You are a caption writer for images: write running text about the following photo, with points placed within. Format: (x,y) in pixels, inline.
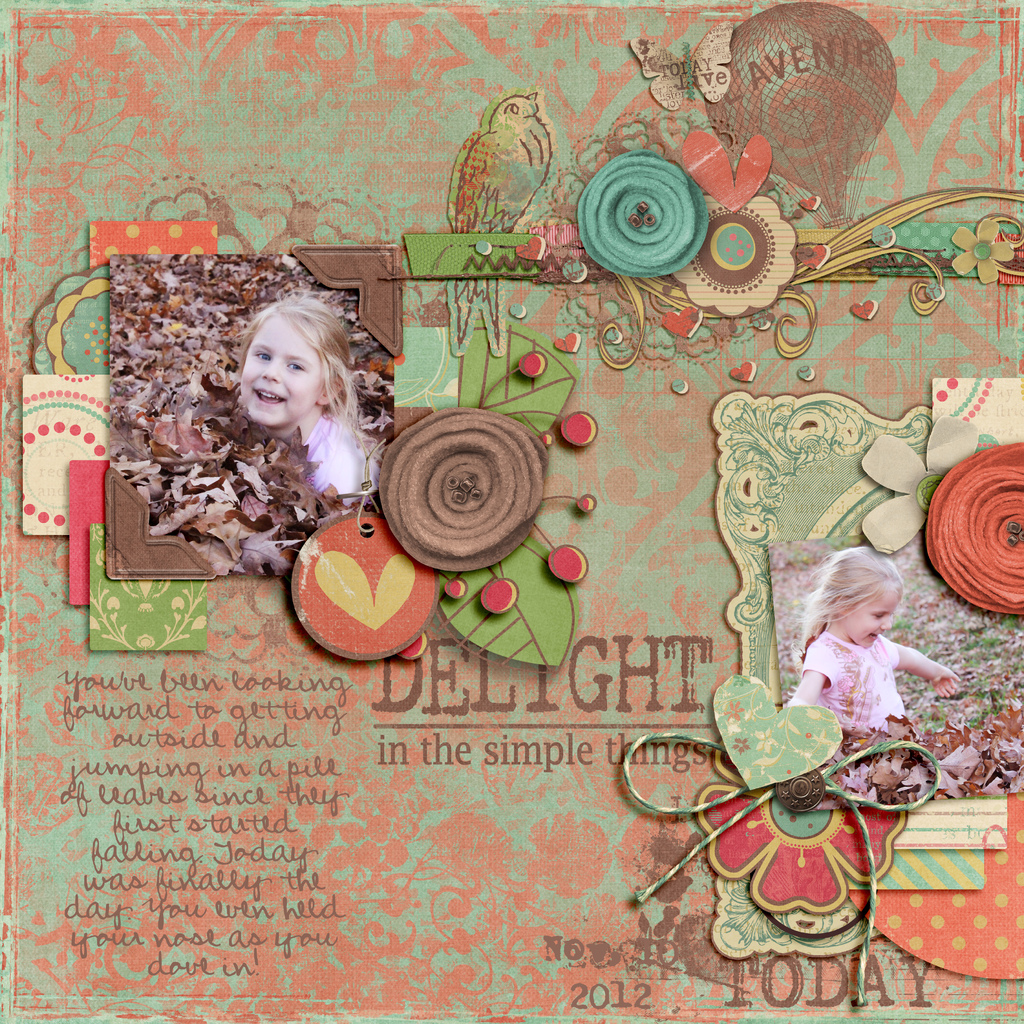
In this picture we can see a card (487,840), here we can see photos (837,571) of two people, leaves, bird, butterfly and some text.
